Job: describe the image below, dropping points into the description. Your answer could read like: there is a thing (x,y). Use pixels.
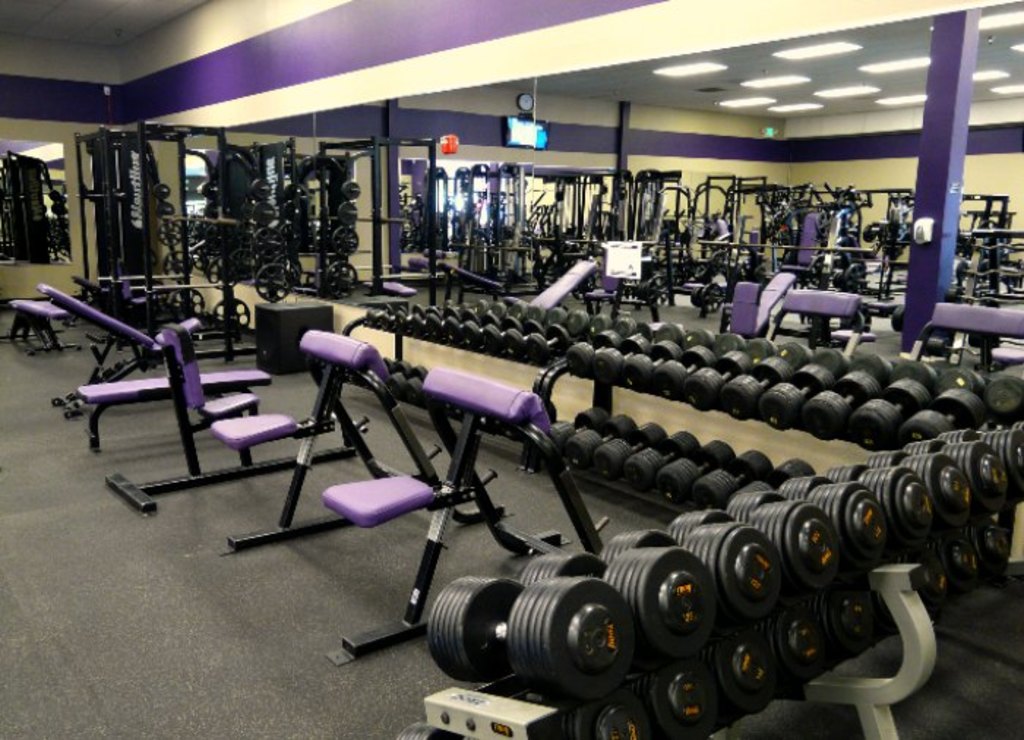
In this picture we can see dumbbells (620,562), exercise equipment (874,240) on the floor (239,597) and in the background (971,28) we can see the lights (773,107), walls (787,149), pillars (928,151), screen (531,126), clock (524,100) and some objects (299,245).
